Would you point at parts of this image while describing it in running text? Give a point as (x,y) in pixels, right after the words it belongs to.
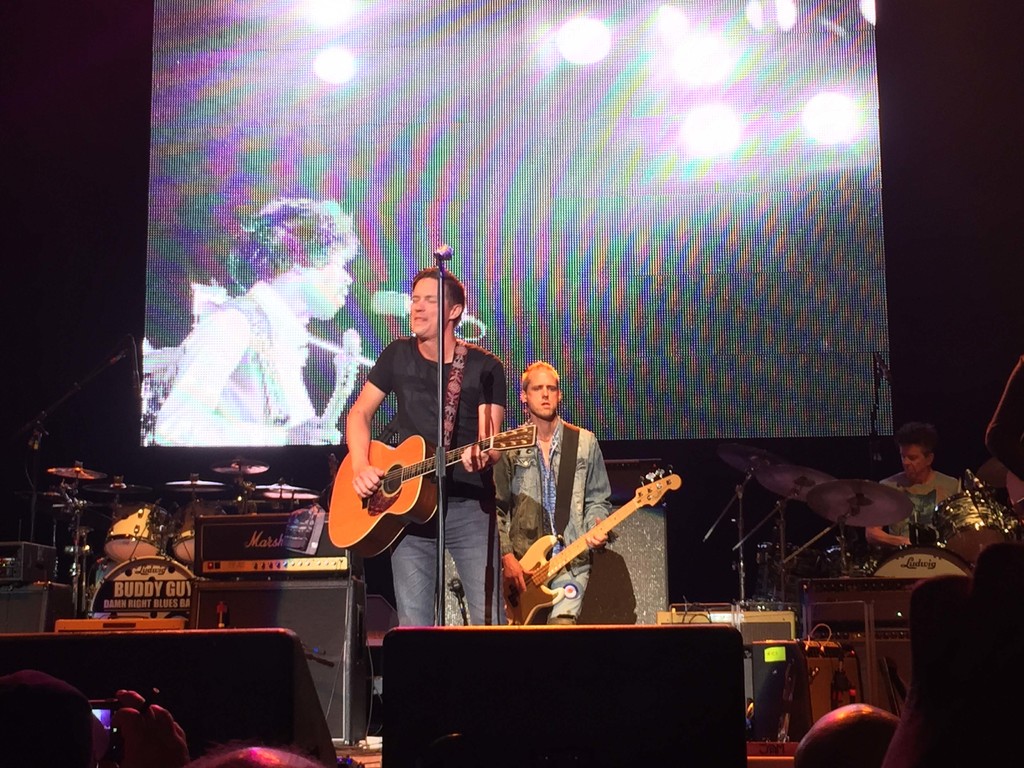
Here we can see total of three people (433,409) and in the middle (584,482) there are two people (586,453) who are playing guitar (415,464) with a microphone (439,388) in front of them and at the right side (933,472) we can see a person (951,487) who is playing drums (847,510) and behind them we can see a digital screen (148,321).
